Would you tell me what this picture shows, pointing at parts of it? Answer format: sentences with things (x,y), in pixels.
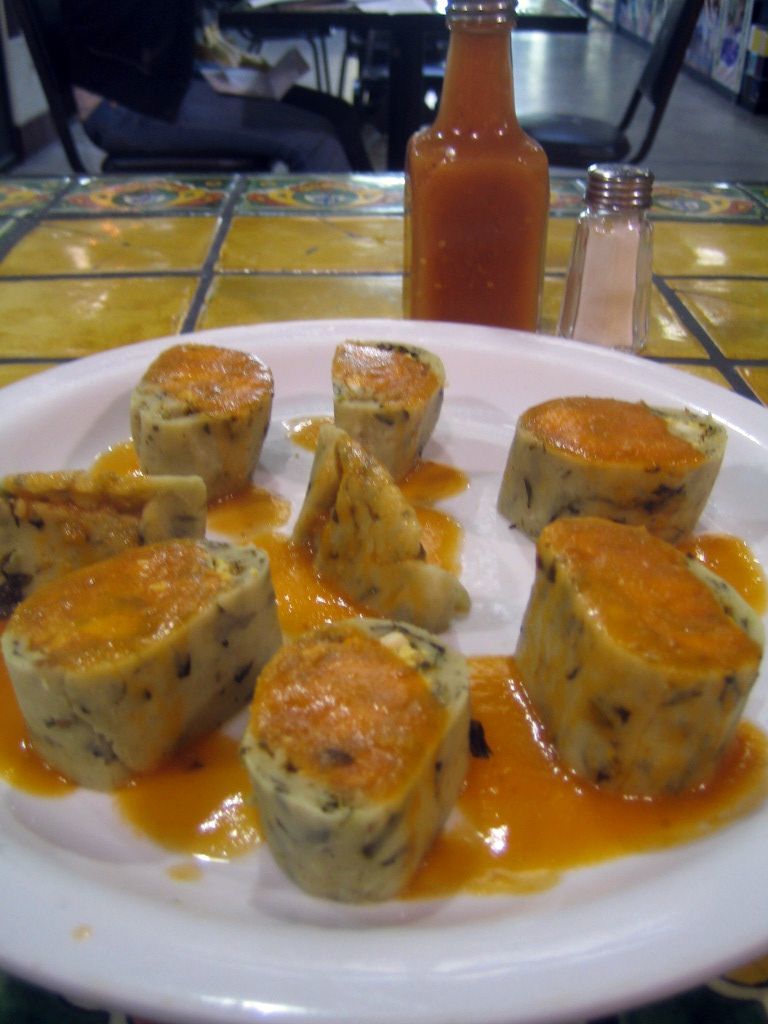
in this image there is a food item (409,568) kept in a white color plate (309,392), and there are two bottles (512,212) on the right side (528,227) to this image. There is one person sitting on the chairs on the top of this image (314,103) and there is a table (396,42) on the right side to this person (161,38). There is one chair (635,101) on the top right corner of this image (659,85).
